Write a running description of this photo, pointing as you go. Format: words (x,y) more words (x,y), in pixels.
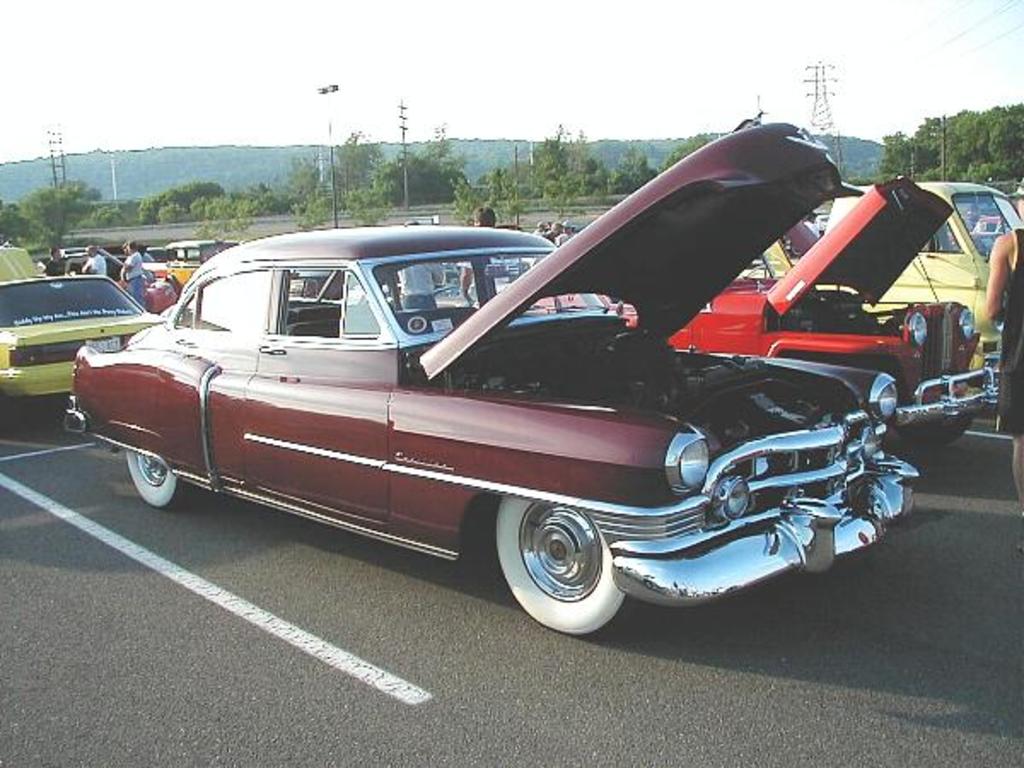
In the picture we can see a parking place (467,593) on the road (75,580) with some cars (732,192) are parked, the cars (724,180) are brown, red, and yellow in color and behind it also we can see some cars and some people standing near it and behind it we can see some poles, plants (475,197), trees (312,211), hills (224,177) and sky (650,71).
